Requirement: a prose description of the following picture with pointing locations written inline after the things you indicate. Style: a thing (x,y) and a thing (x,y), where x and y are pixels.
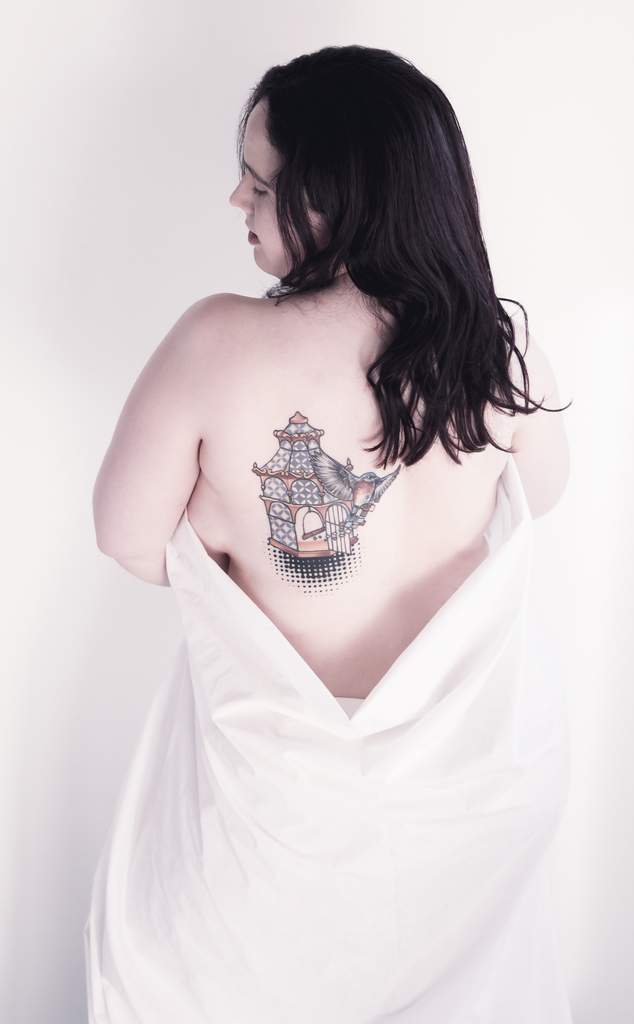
In this image we can see a woman (288,597), on her back (278,508) we can see a tattoo (288,505) and the background (60,8) is white.
